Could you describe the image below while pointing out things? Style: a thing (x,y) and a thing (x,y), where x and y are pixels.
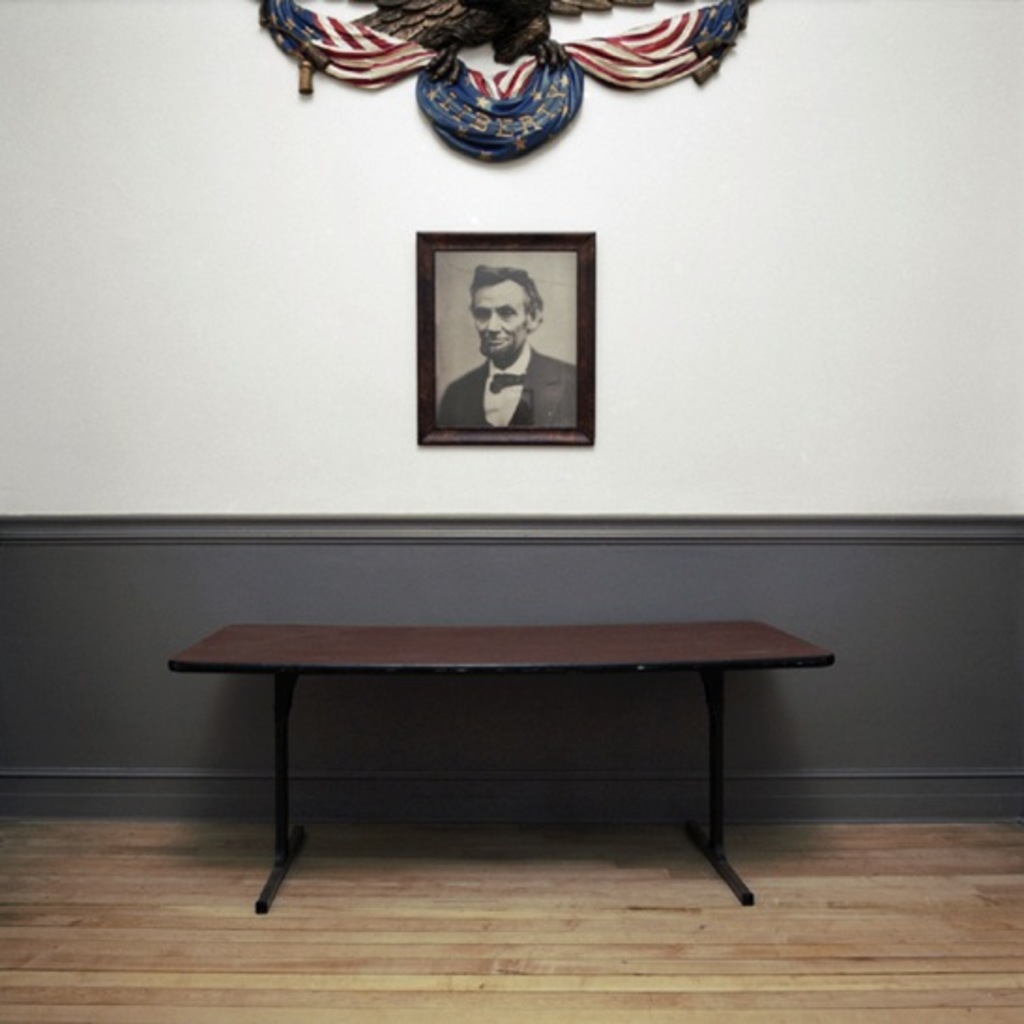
In this image I can see a table (620,666) and there is a frame (439,322) attached to the wall (610,261). I can also see a carved eagle (539,97) to the wall (859,212).
